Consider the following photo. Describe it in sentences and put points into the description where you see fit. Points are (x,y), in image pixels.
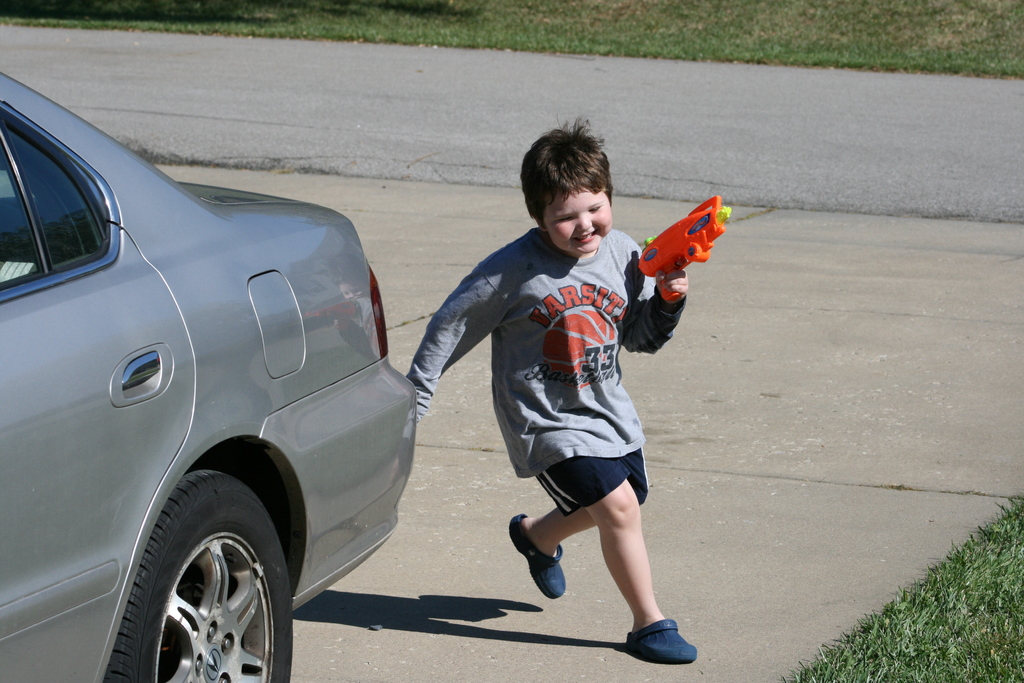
In this picture there is a boy (601,216) who is wearing t-shirt (560,431), short (569,485) and shoe (648,644). He is holding a plastic gun (666,246). Beside him there is a grey car (83,396). At the top (804,173) I can see the road (404,97) and grass (658,29).
